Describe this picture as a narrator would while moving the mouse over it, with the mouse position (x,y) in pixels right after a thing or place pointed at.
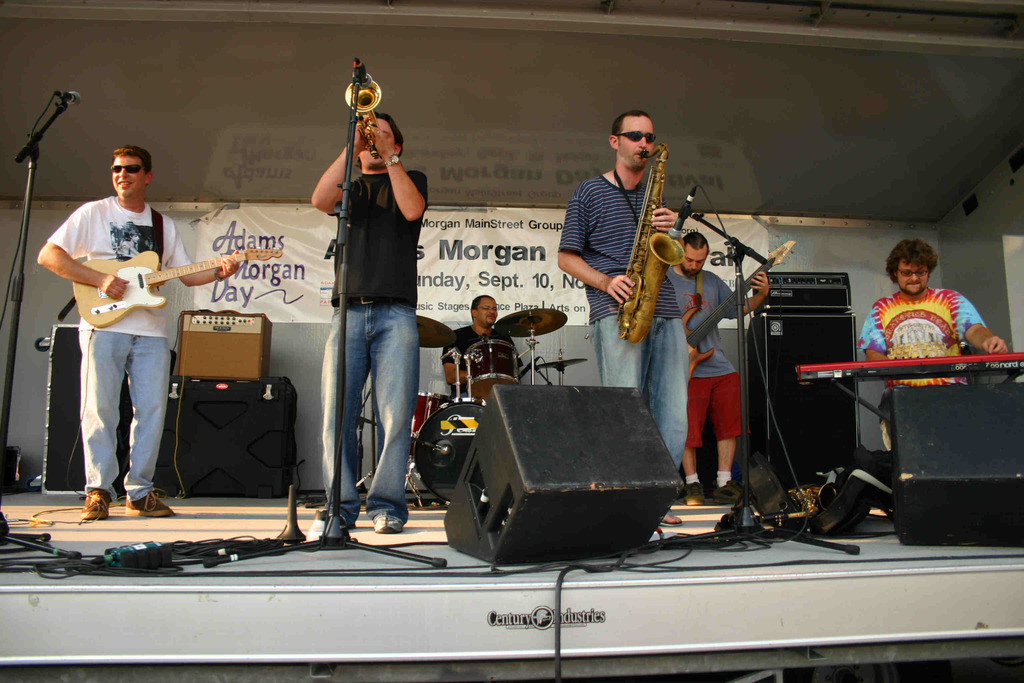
In this image we can see people (611,321) playing musical instruments (514,327). At the bottom (582,500) there are speakers (595,459) and we can see musical band (461,414). There are mics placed on the stands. We can see guitar (102,313), trumpet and a piano (867,375). In the background (541,244) there is a banner (496,273) and we can see wires (159,569).
